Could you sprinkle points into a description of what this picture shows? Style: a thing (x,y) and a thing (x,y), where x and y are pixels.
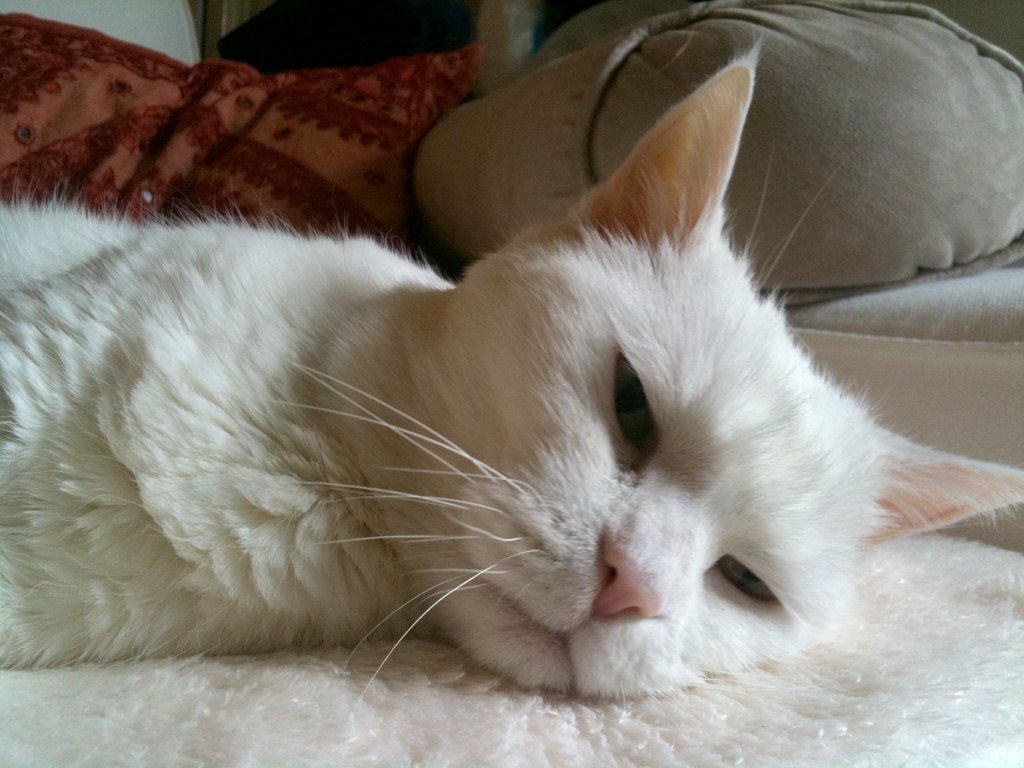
In this image, we can see a cat (571,393) on the bed (369,695) which is colored white.
